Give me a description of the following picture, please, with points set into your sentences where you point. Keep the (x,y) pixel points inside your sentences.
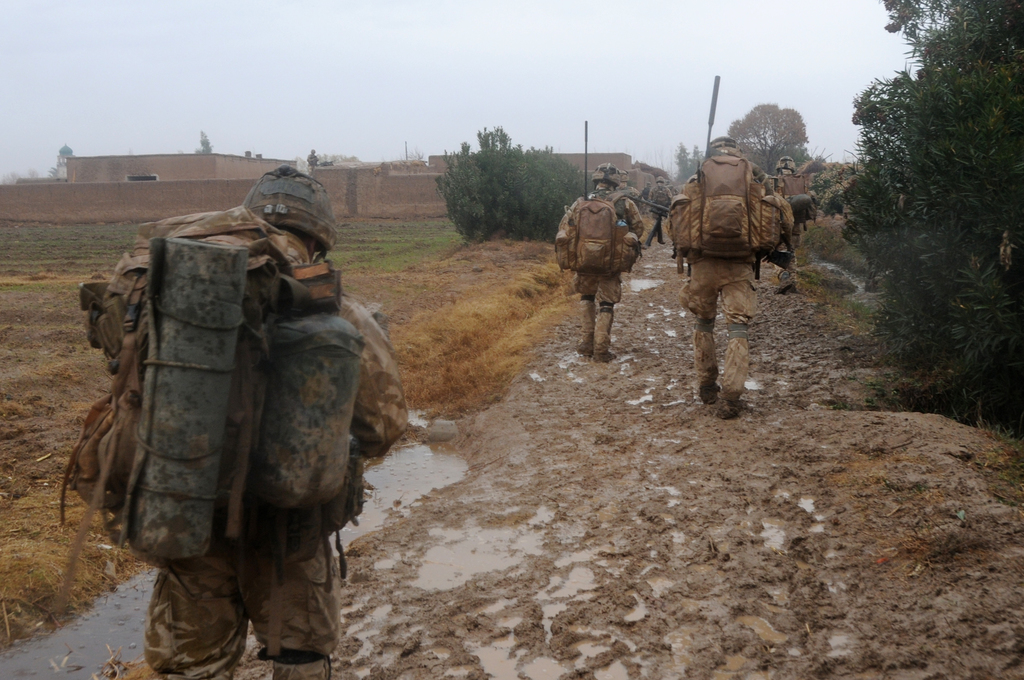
In this picture I can observe some people (310,538) walking on the land (605,393). I can observe some water (393,498) in the bottom of the picture (437,534). In the background (555,206) there are trees (509,219), building (416,178) and sky (372,69).
